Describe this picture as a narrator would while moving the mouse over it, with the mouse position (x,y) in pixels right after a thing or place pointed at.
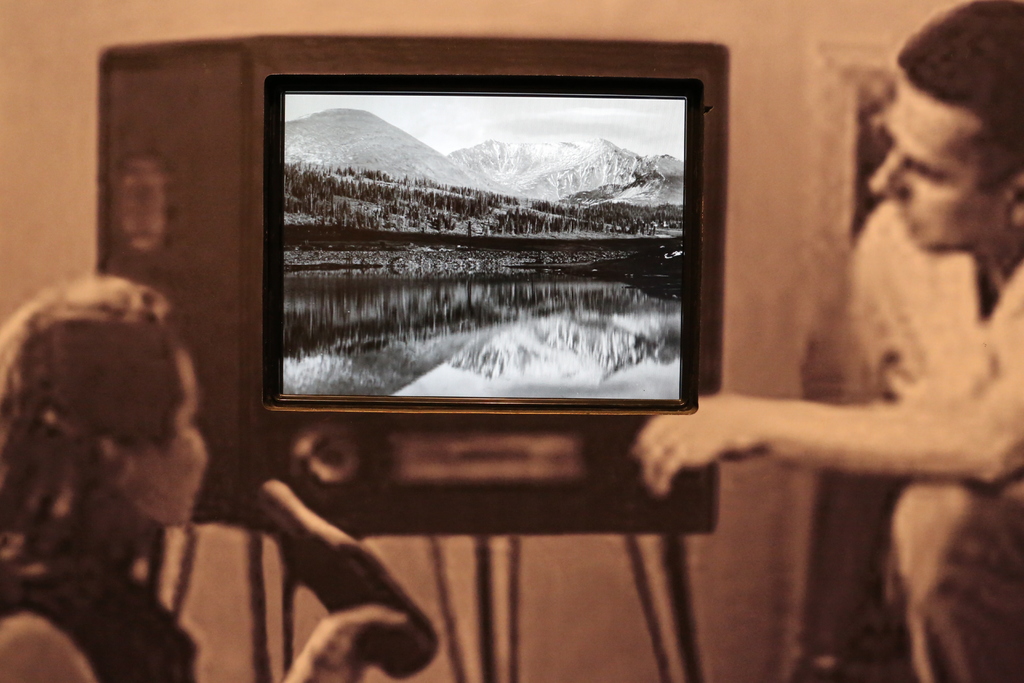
In this image, we can see two people (923,328). Here a person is holding some bottle (383,596). Background (814,246) there is a television (241,224), wall (821,264). It is an edited picture. Here we can see the screen (488,251). Few mountains (519,166), trees (454,210), water (512,312) we can see in this screen (502,300).
